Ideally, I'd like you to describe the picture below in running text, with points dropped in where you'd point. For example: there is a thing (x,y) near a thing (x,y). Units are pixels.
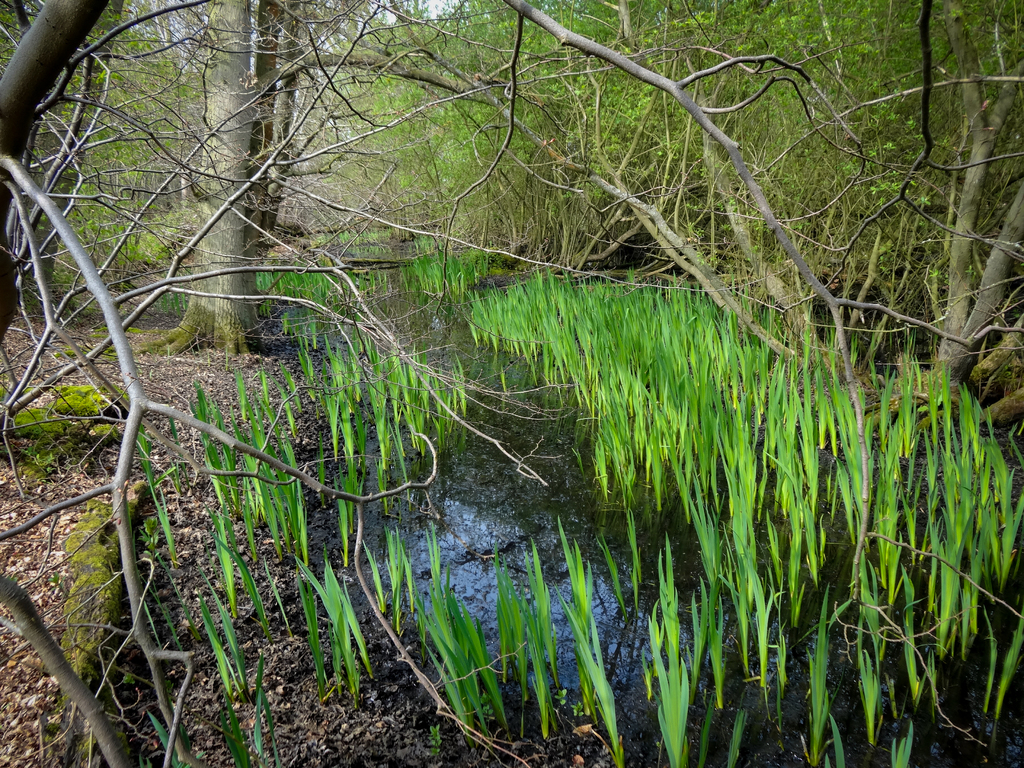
At the bottom of the picture (559,618), we see dry leaves (340,545), twigs (134,625) and water (650,486). This water (500,469) might be in the pond (471,372). We see the grass (679,483) in the water (463,565). There are trees (453,132) in the background (440,173).
